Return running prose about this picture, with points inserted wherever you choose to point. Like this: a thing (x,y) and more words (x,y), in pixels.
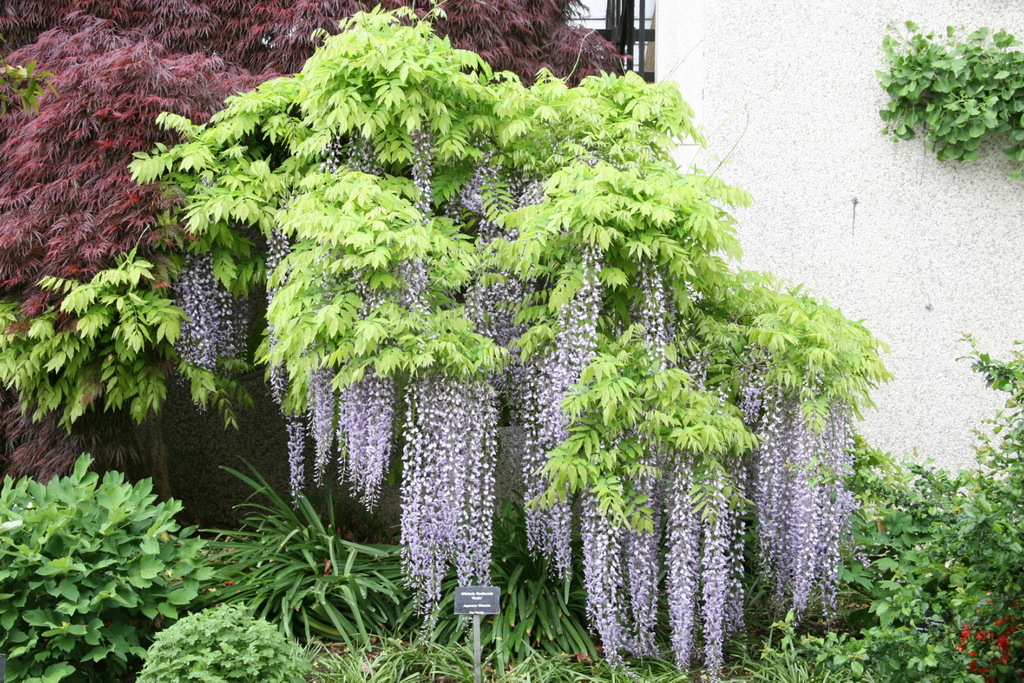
The picture consists of plants (50,520), trees (97,199), flowers (427,575), name board (470,604) and wall (736,162). In the center of the background (830,269) it is looking like a gate (633,34) and wall (665,43).
